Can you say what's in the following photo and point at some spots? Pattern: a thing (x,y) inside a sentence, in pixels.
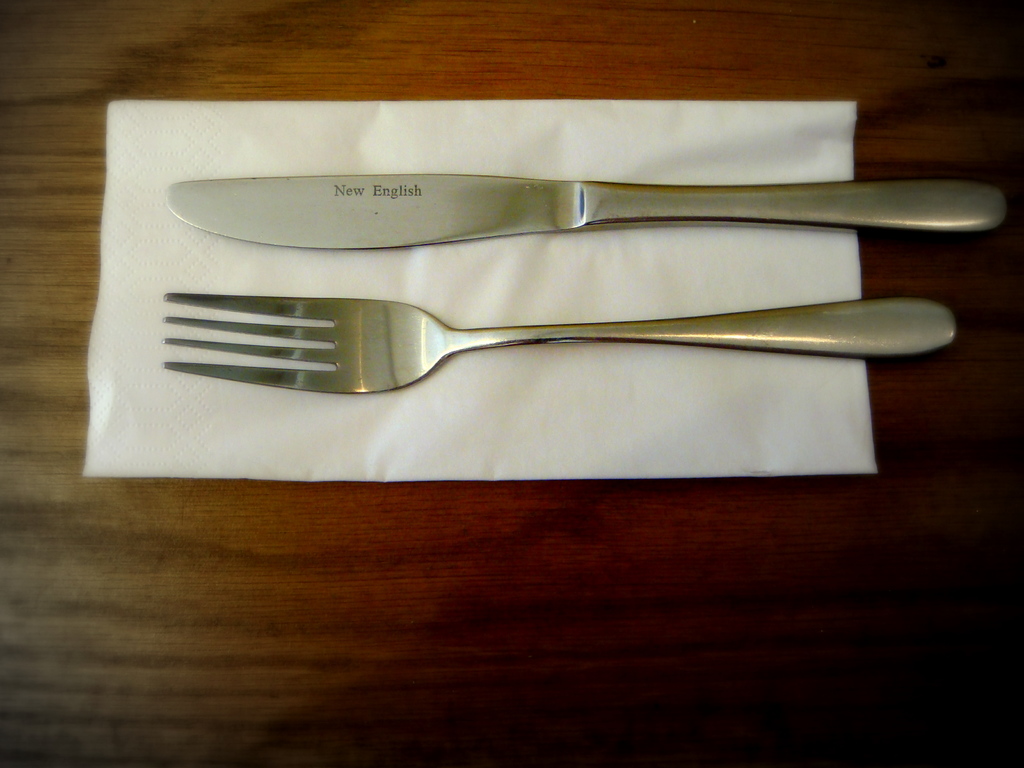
In this picture there is a knife (438,205) and a fork (327,304) on a tissue (532,247) in the image.
